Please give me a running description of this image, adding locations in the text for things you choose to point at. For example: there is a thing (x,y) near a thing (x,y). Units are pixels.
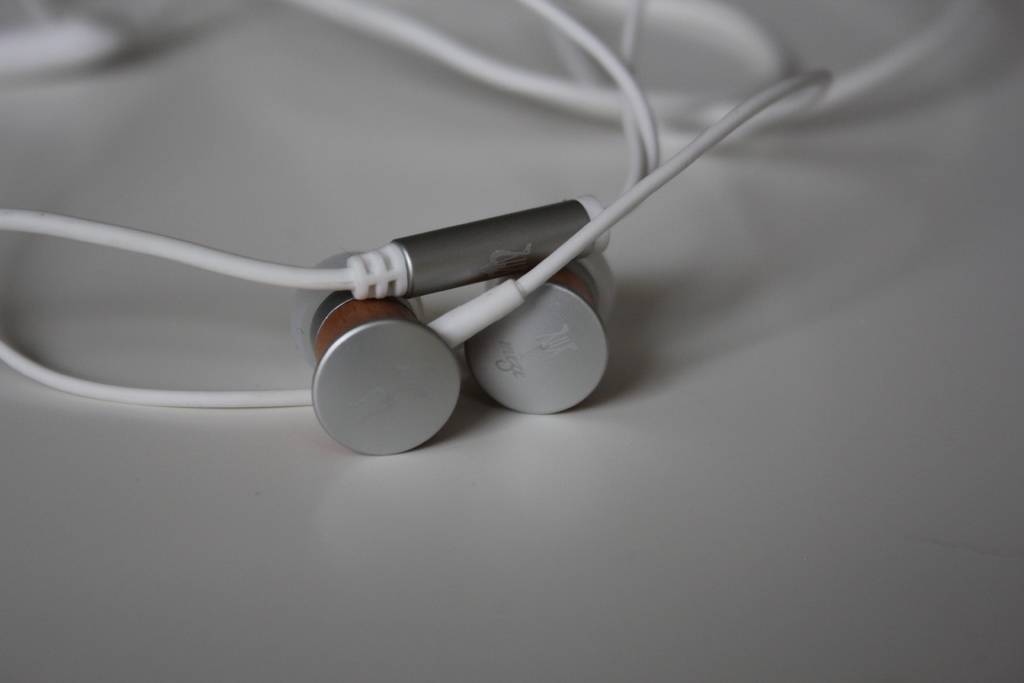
In this image we can see white color earphones (511,261) on the surface (316,478).
